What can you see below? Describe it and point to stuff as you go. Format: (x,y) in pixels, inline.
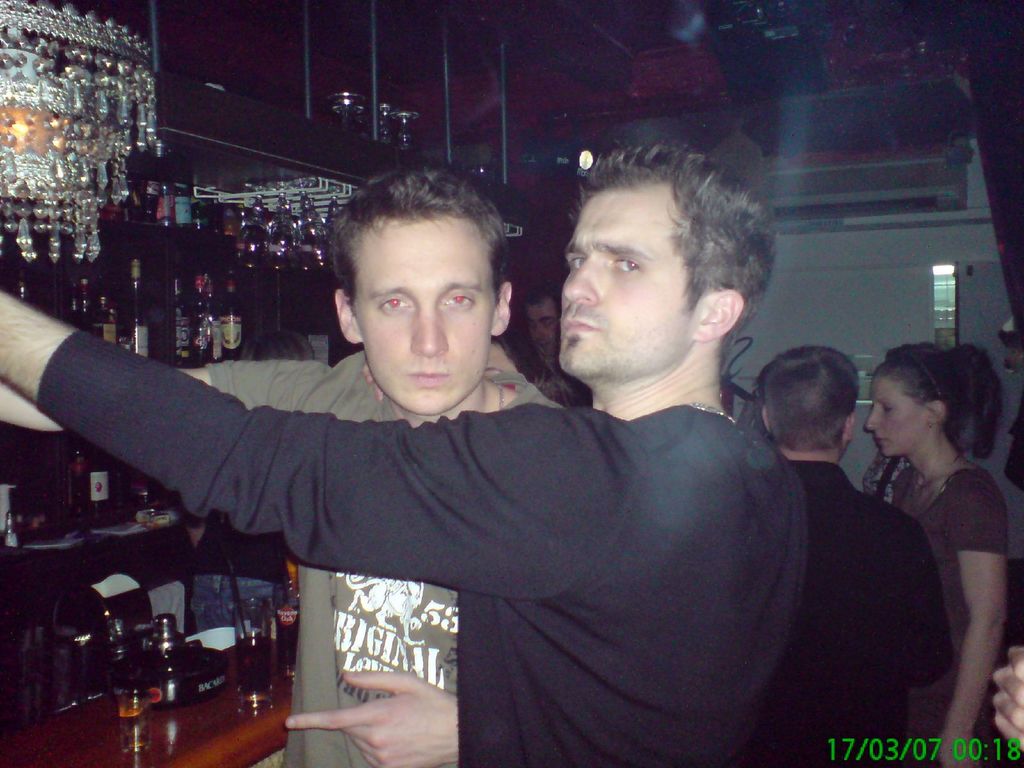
In this image we can see a few people (505,434), there are bottles (181,358) on the racks (190,298), there are glasses (136,734), and bottle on the table (218,707), there is a chandelier (111,90), also we can see the wall (787,122).
